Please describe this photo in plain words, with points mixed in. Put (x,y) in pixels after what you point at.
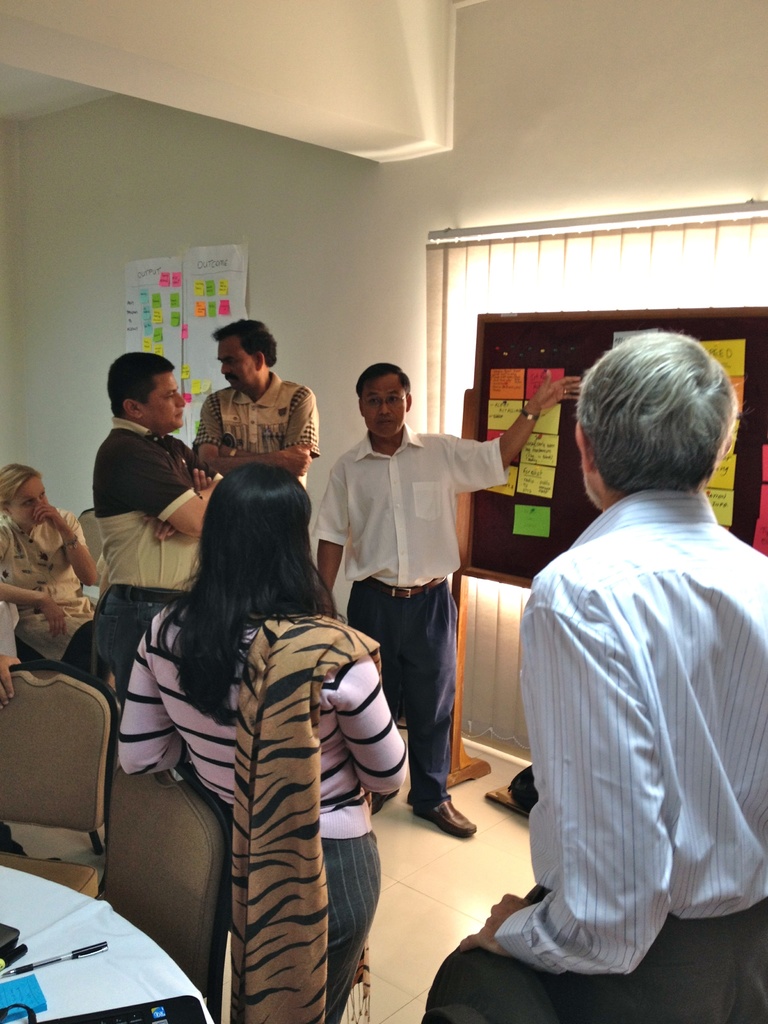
In this image we can see some peoples (370,553) standing on the ground (69,859). On the left side of the image (67,604) we can see a woman (48,638) sitting on a chair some pens (14,956), paper (21,985) and a book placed on the table (169,981). On the right side of the image (519,395) we can see some papers (509,413) with text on a board (758,446) and we can also see the window blinds (665,257). In the background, we can see some papers (185,379) pasted on the wall (148,239).
